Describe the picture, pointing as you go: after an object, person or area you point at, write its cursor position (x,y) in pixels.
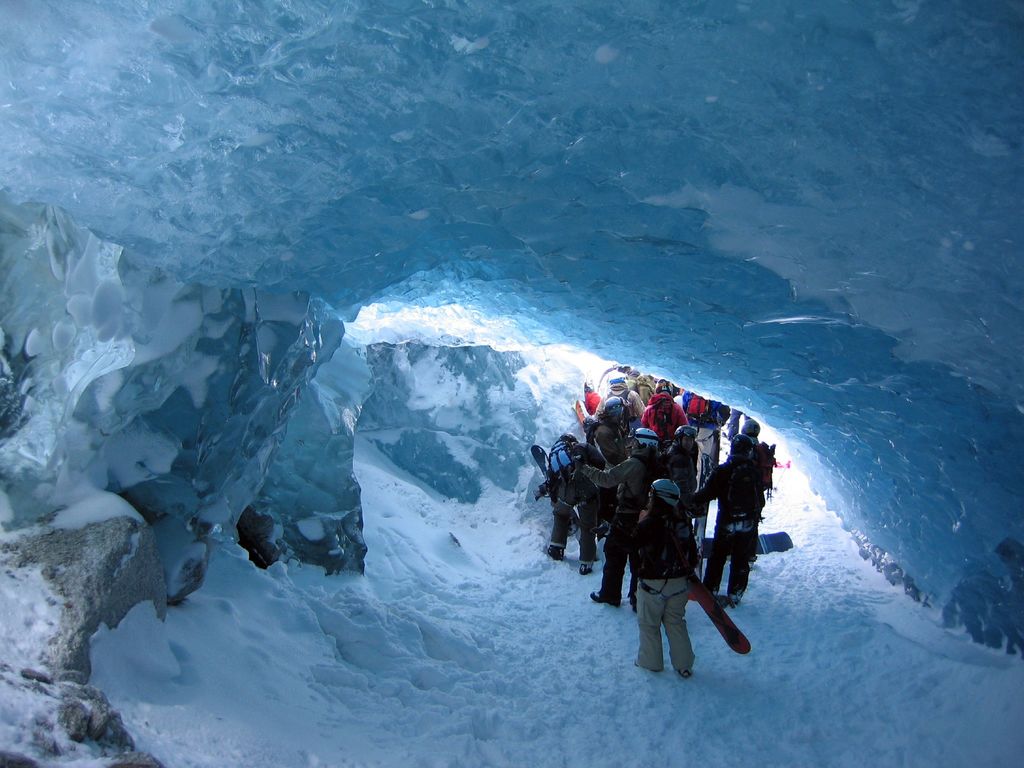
In this image there is a snow cave (223,458), in that there are people (651,537) walking.
